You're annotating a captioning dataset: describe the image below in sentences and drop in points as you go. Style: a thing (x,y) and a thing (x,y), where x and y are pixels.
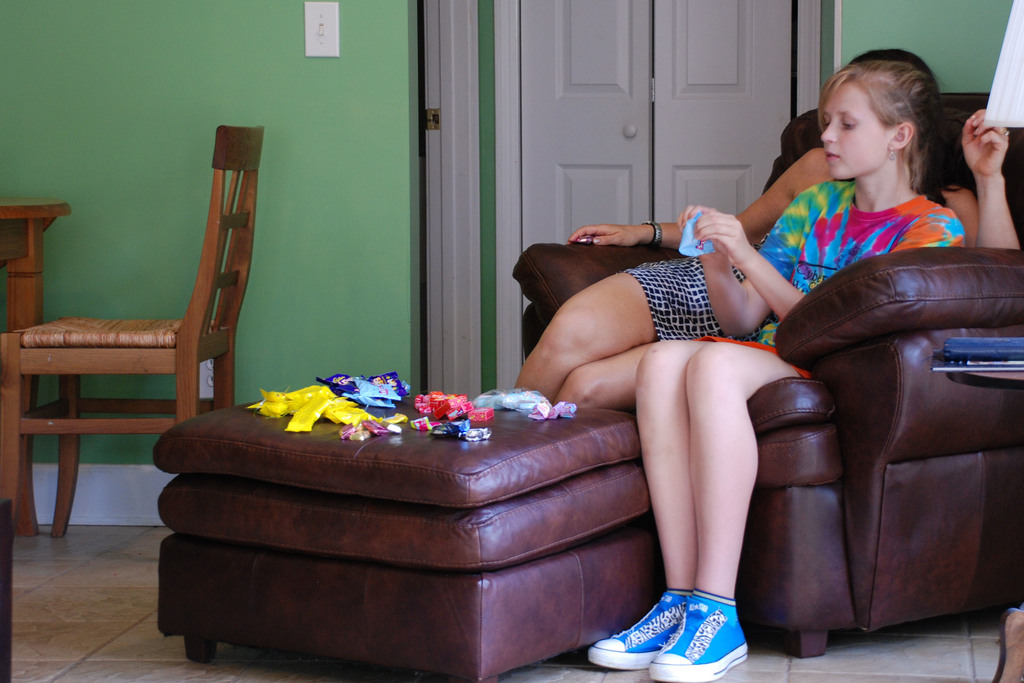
In the image we can see two persons (715,220) were sitting on the chair (977,431). In front (425,499) there is a table (442,460), on table (432,483) we can see chocolates (467,428) and packets (512,391). In the background (357,163) there is a wall (299,176), door (625,142), chair (154,355) and table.
